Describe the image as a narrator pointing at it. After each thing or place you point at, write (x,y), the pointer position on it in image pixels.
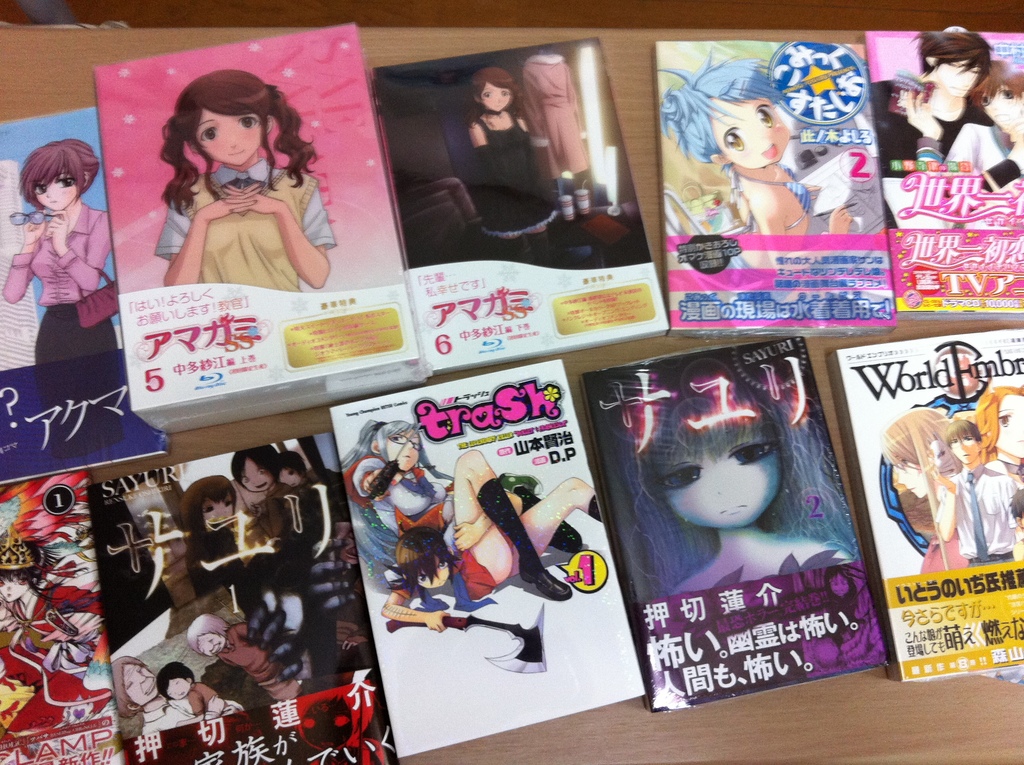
Here we can see books (761,263) on a wooden platform (44,43).
